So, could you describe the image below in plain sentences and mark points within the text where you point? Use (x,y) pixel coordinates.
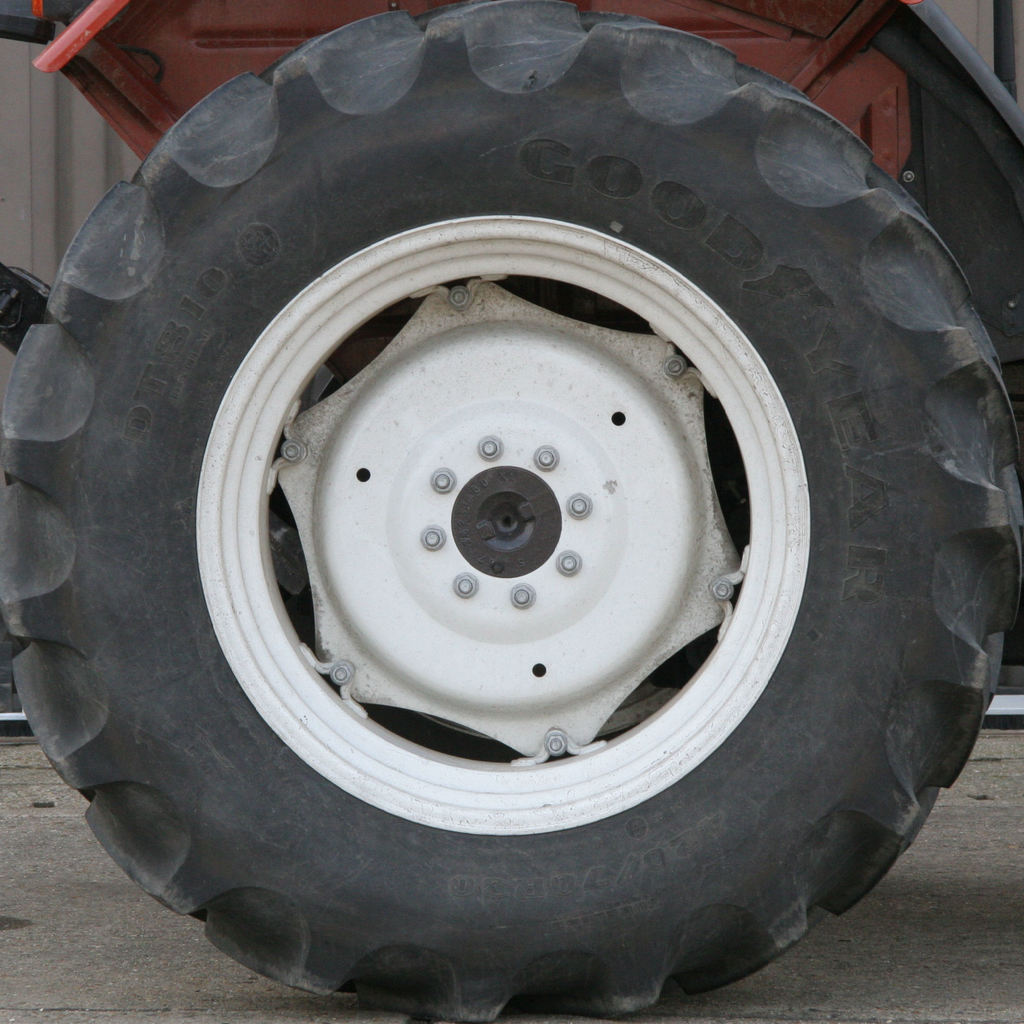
This is a wheel (231,319), which is fixed to a vehicle (165,36). I can see a tire (300,214) and a rim (296,405). At the bottom of the image (82,867), That looks like the road (894,978).
